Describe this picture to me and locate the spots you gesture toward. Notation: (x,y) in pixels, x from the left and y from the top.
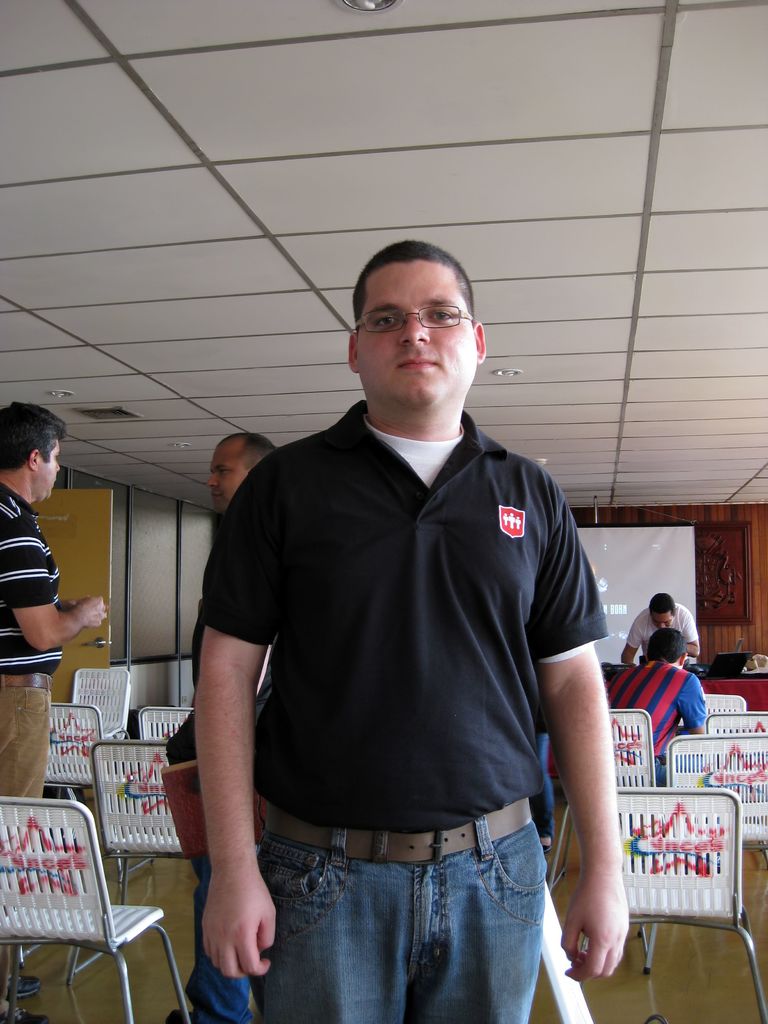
In this picture these persons (235,504) standing. There is a person (666,731) sitting on the chair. On the background (696,553) we can see screen (680,570) and wall (752,536). This is floor (701,971). We can see chairs (636,788). On the top (344,1) we can see lights (367,5). There is a door (102,536).
